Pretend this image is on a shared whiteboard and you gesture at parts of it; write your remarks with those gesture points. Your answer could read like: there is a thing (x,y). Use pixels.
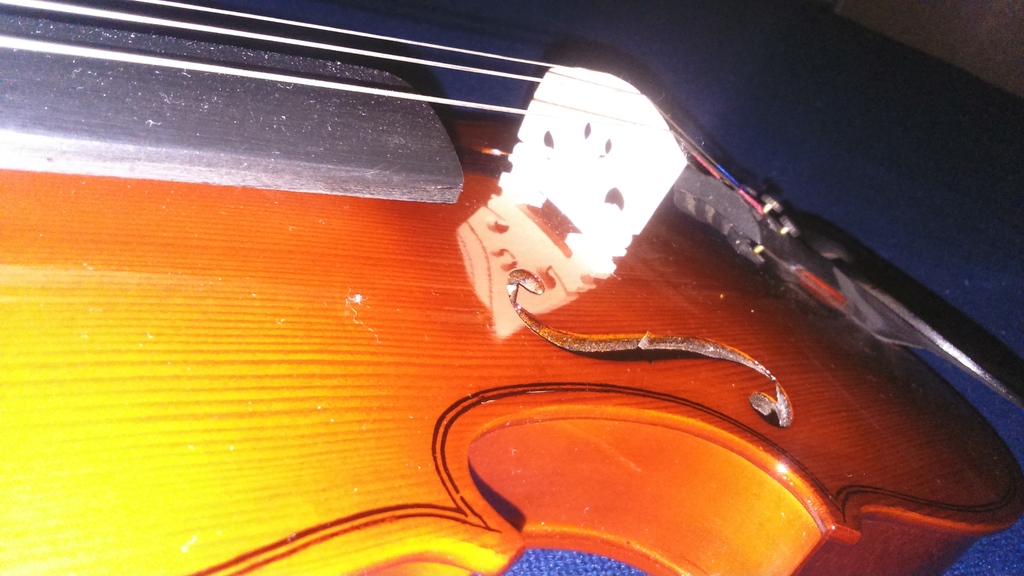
In this image I can see a musical instrument (689,149).
